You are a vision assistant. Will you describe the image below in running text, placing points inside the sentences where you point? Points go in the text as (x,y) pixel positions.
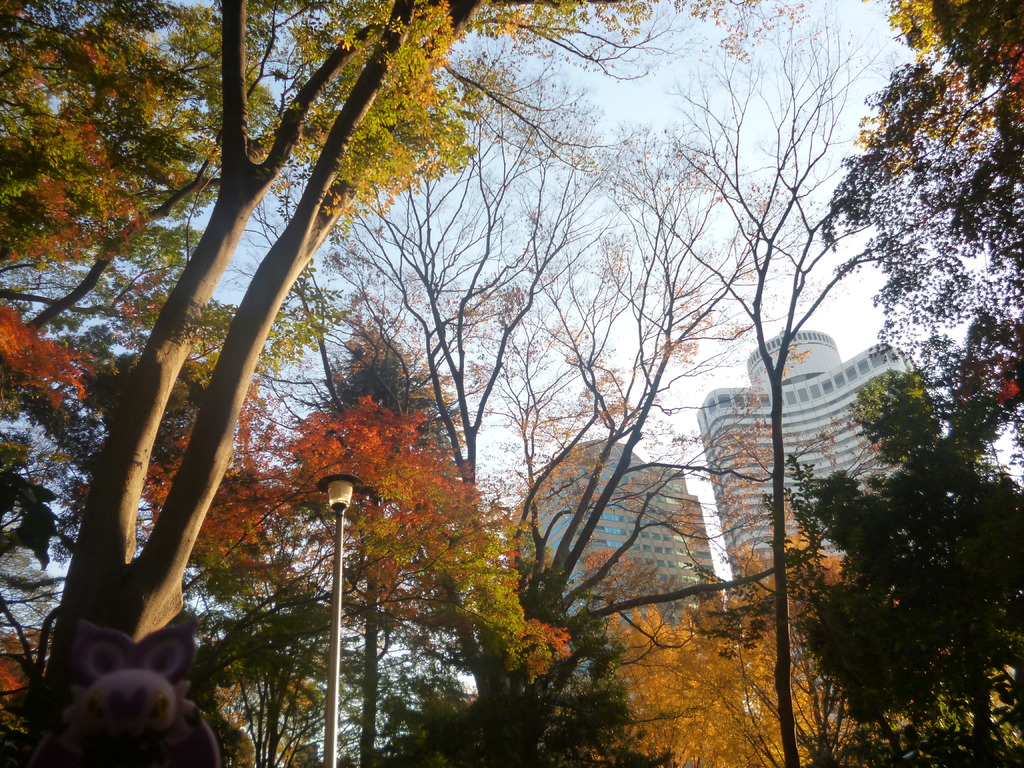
In this image we can see the trees (776,611), a light pole (339,523) and also an object (118,679) on the left (122,669). In the background (584,561) we can see the buildings (697,518) and also the sky (744,324).
